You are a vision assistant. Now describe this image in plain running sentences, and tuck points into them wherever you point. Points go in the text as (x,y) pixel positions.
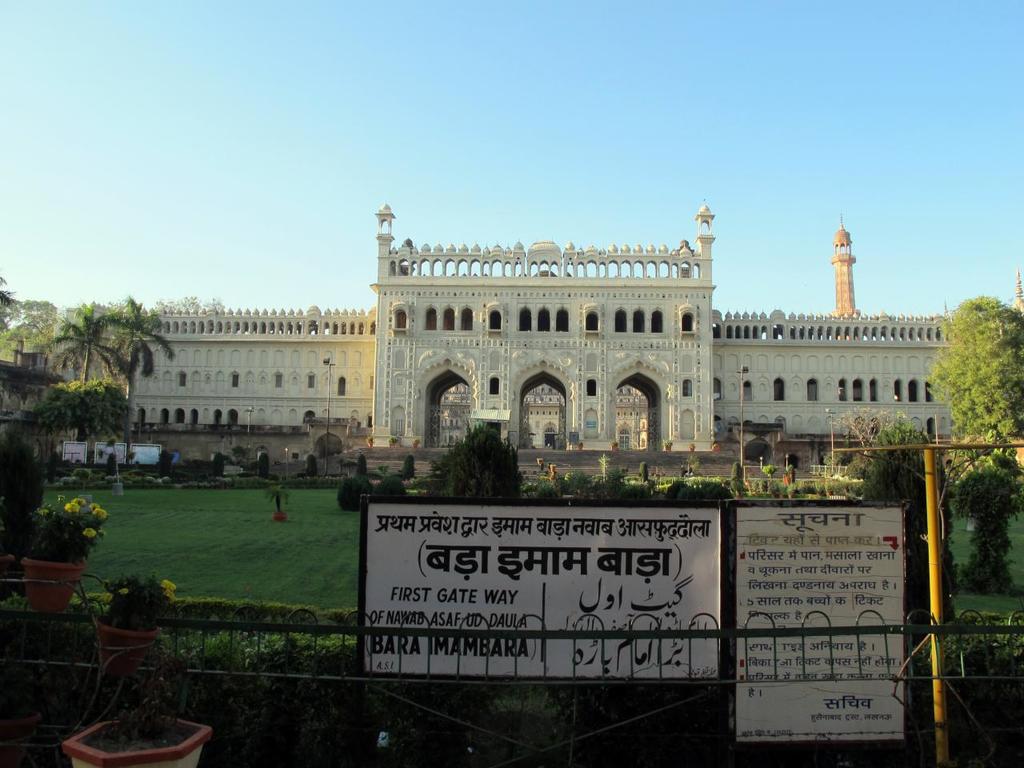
In this image we can see railing (687,698), texts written on the boards (657,578), pole (929,494), plants (890,466) and there are plants (171,686) with flowers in the pots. In the background (336,389) we can see plants (13,482), trees (94,408), boards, poles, building (421,416) and sky (498,158).
